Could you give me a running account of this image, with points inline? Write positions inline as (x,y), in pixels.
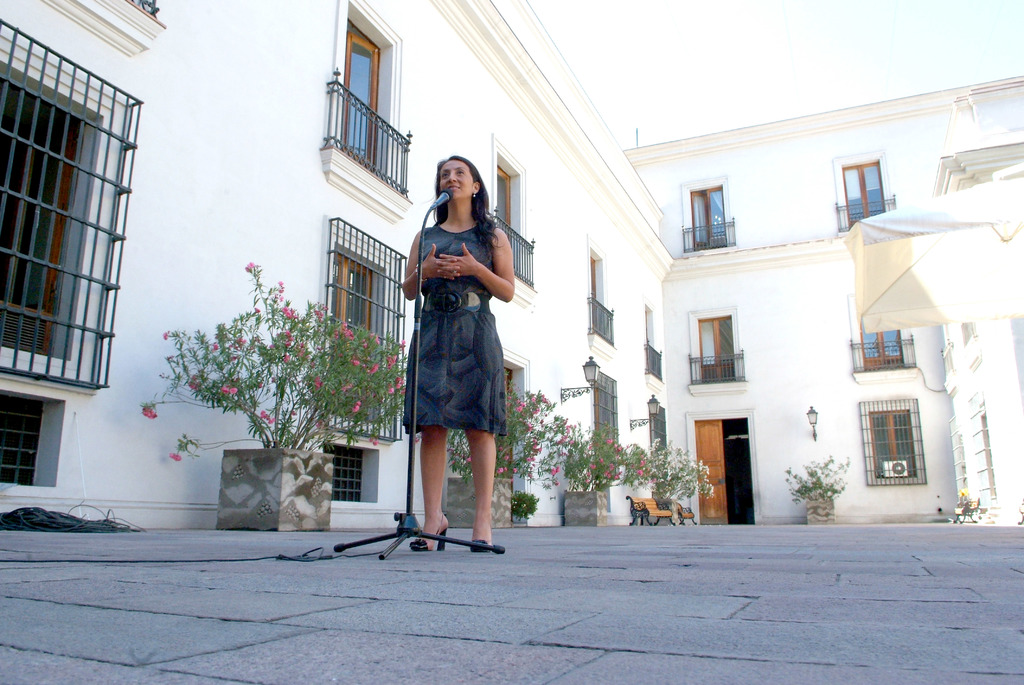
In this image there is a women (443,320) standing in front of a mic (425,534), in the background (382,485) there are plants (802,492), benches (651,515), buildings (773,162) for that buildings (835,212) there are doors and railings (902,415).
